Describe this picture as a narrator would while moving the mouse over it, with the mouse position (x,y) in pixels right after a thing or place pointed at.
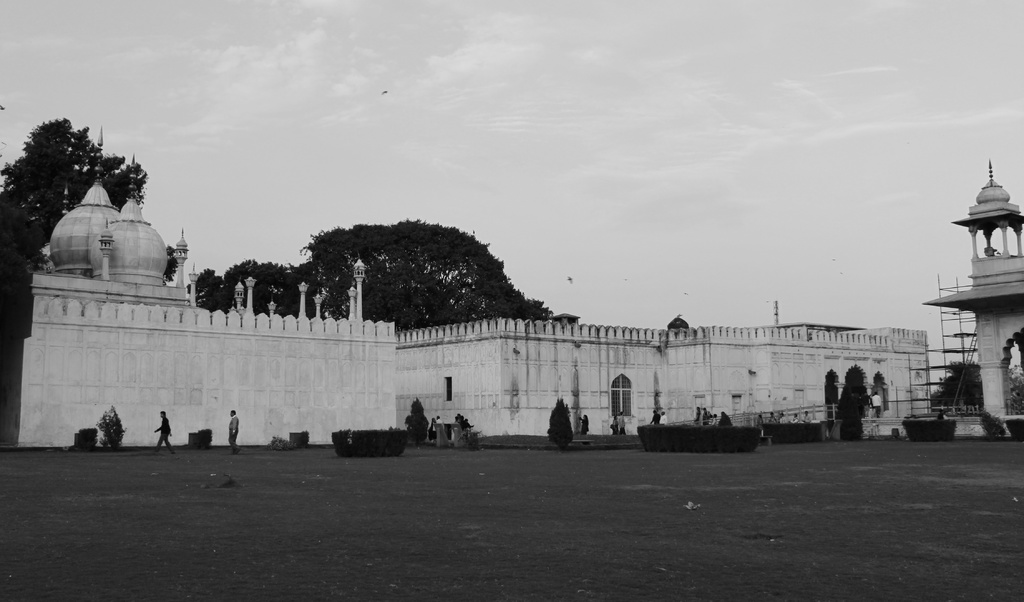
This picture is in black and white. In the center (417,345) there are old buildings (447,364) with poles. Towards the right (980,312) there is a minar (998,388). At the bottom (414,507) there is grass (563,503). Before the buildings (759,404) there are people (656,421). On the top (305,121) there is a sky (431,156) and trees (414,283).
